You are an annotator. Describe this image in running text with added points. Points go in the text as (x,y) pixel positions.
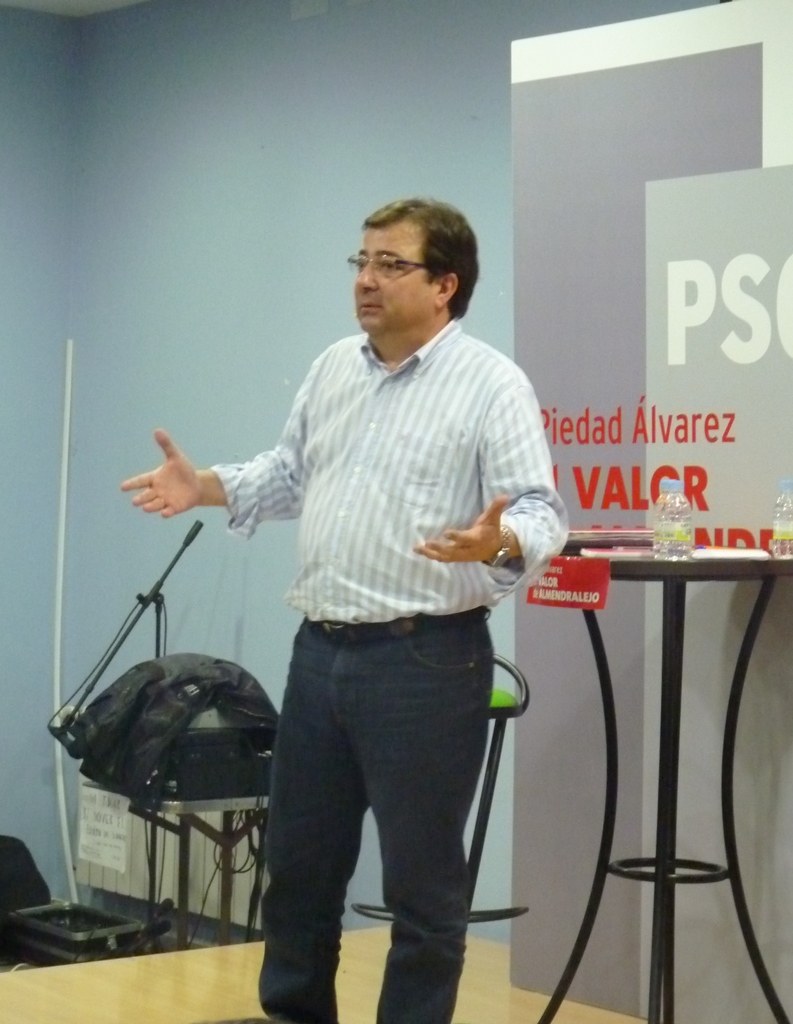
In this image we can see a person (336,419) standing, behind him there is a stand (681,593), on the stand (674,586) we can see a few water bottles (678,514), on the left side (126,777), we can see some objects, in the background (561,400) we can see a poster (739,509) with some text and wall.
